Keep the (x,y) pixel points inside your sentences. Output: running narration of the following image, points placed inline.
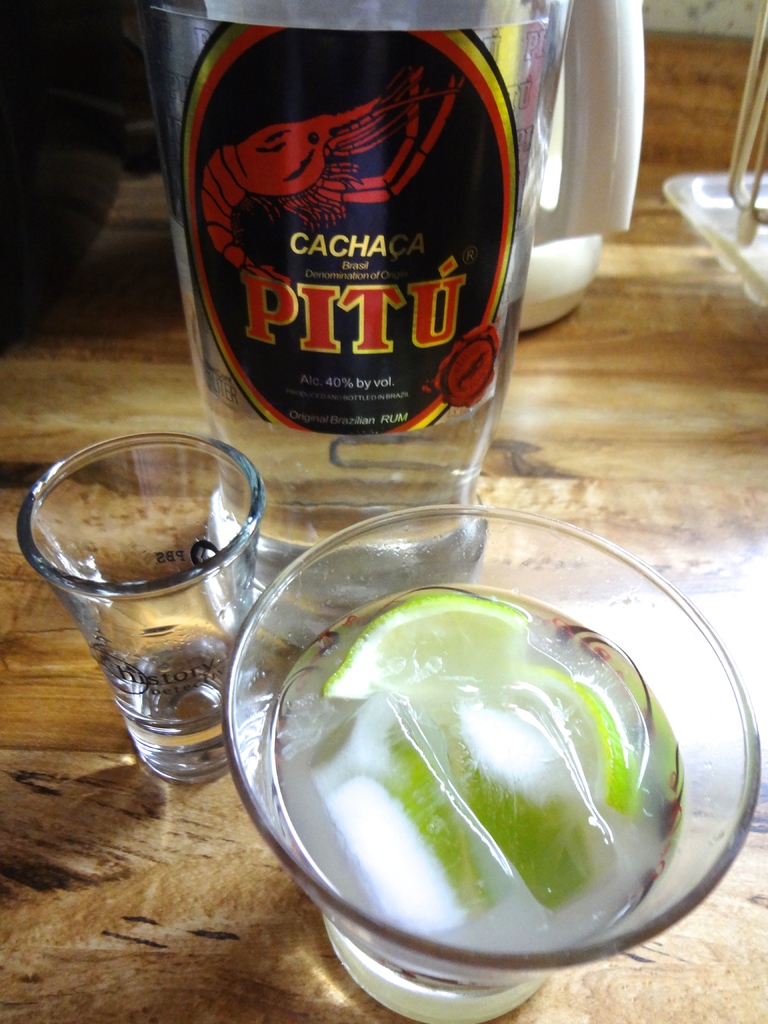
In the picture I can see a glass (460,937) of drink (645,858) which has few ice cubes (544,788) and lemon slices (492,804) in it in the right corner (543,764) and there is another glass (232,572) beside it and there is a glass bottle (391,282) which has drink (332,441) in it in the background (338,400).
